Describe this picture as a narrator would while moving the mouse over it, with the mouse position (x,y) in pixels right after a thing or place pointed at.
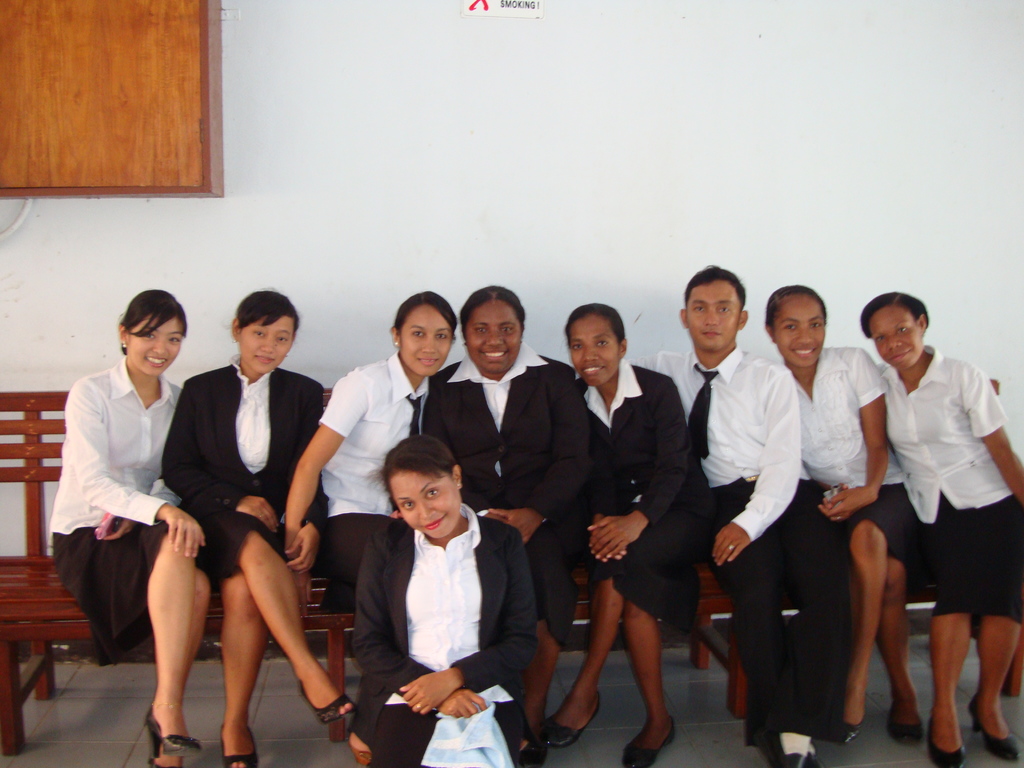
In the foreground of the picture (371,404) there are people (827,400) sitting on a bench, in front of them there is a woman (439,649) sitting on the floor (683,658). Behind them it is wall (377,165) painted white. On the left (159,127) there is a wooden box (113,90).
